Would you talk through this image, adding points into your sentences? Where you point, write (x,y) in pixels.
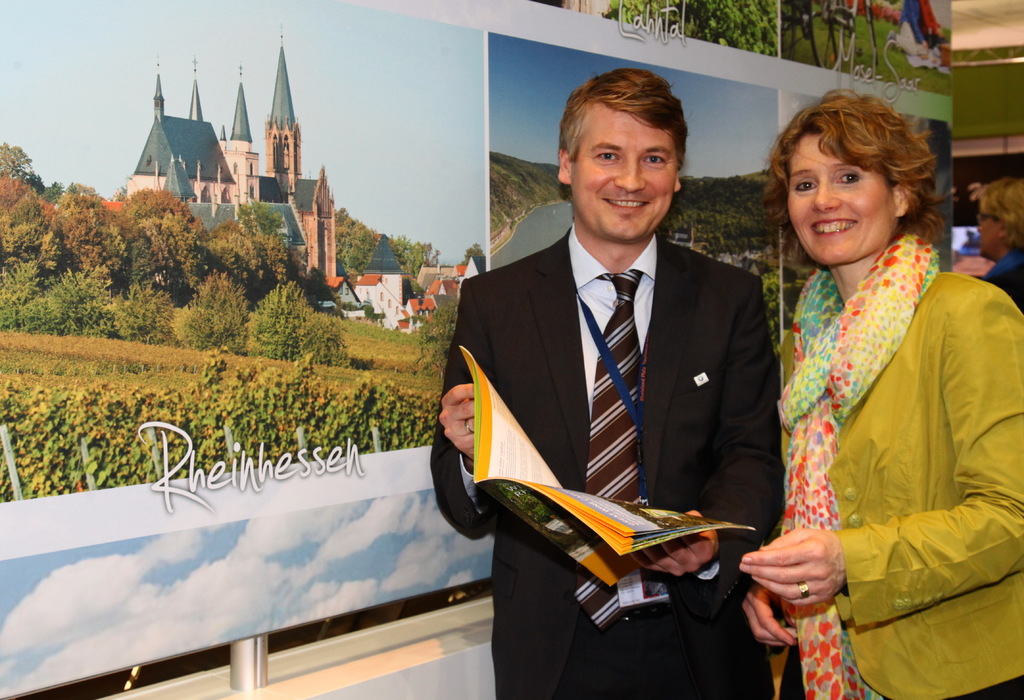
In the center of the image (478,314) there is a person (513,657) wearing a suit (474,333) holding a book (482,434) in his hand (463,440). Beside him there is a lady (949,351) wearing a green color jacket (941,477). In the background of the image (436,114) there is a board (716,98) with image (704,85) on it.
